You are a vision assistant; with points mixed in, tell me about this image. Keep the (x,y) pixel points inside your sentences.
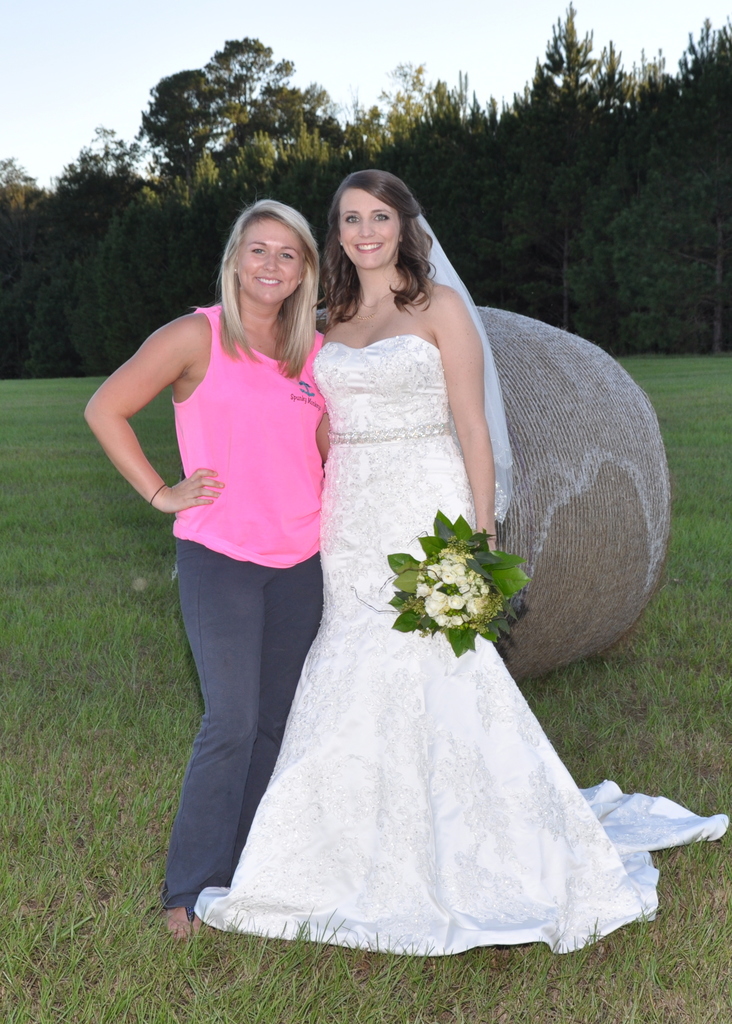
In this image we can see women (262,396) standing and holding bouquet (490,583). In the background (715,414) we can see grass (664,406), trees (138,152) and sky (106,76).
